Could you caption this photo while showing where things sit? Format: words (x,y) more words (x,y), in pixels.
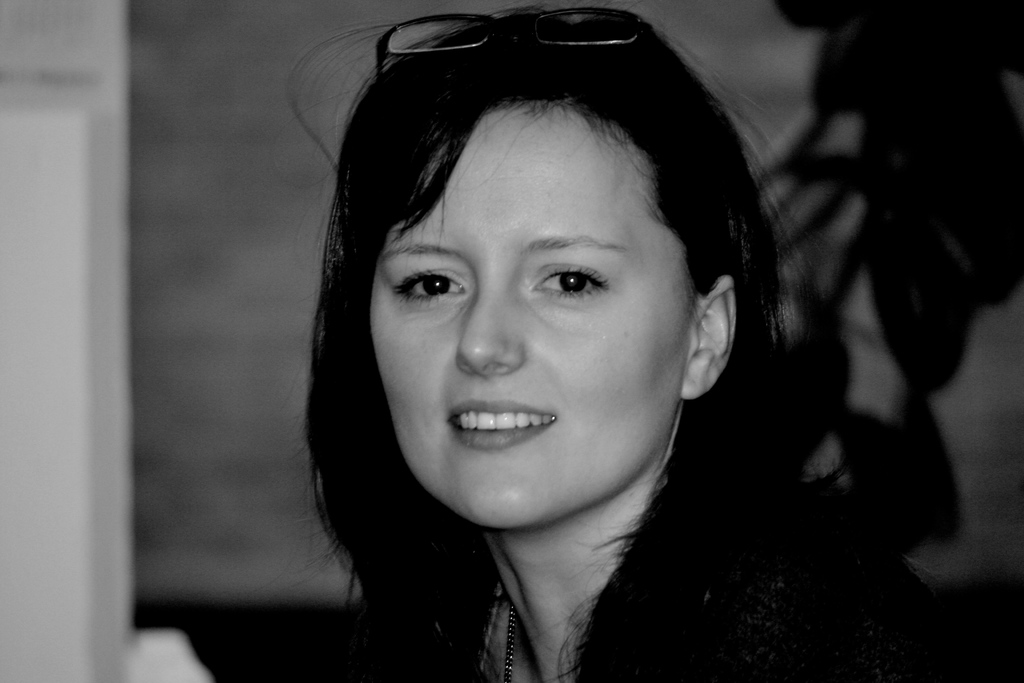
In this picture there is a woman (579,290). At the back (206,112) there is a plant (923,106) and there is a wall (244,249). On the left side of the image (40,385) it looks like a door (26,74).
